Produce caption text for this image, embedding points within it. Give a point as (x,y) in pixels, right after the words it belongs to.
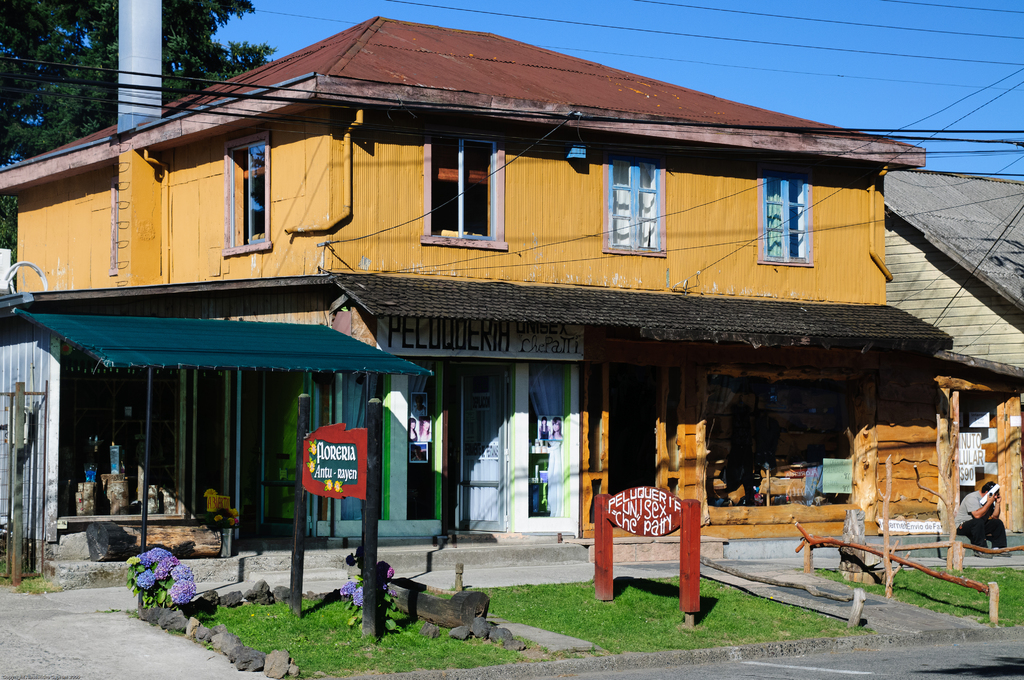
In this picture I can see buildings (571,314), boards (355,479) which has something written on it and a person (973,516) is sitting over here. I can also see wires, grass (971,575) and some other objects (134,525) on the ground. In the background (181,44) I can see trees (194,37) and the sky (667,46). Here I can see windows (437,214) and doors (458,472).
